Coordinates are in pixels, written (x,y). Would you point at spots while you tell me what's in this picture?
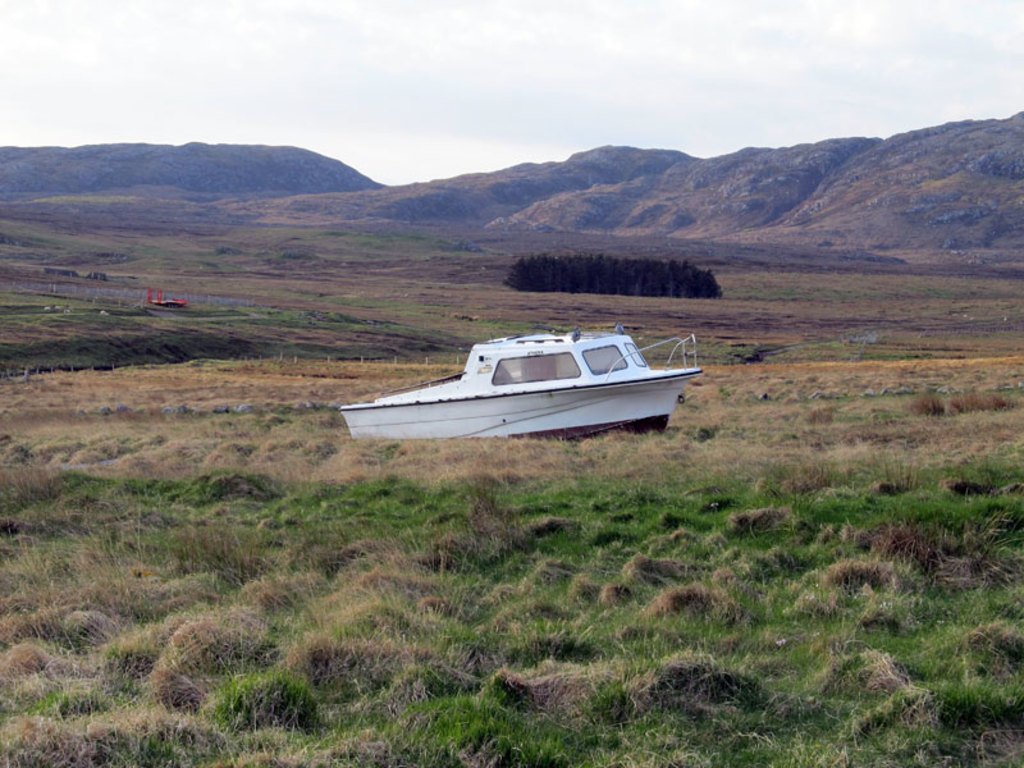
In this picture I can see there is a boat (479,423) and there's grass (438,555) on the ground (577,480) and there are plants (559,284). In the backdrop (349,219), there are mountains (608,197) and the sky (287,134) is cloudy.
